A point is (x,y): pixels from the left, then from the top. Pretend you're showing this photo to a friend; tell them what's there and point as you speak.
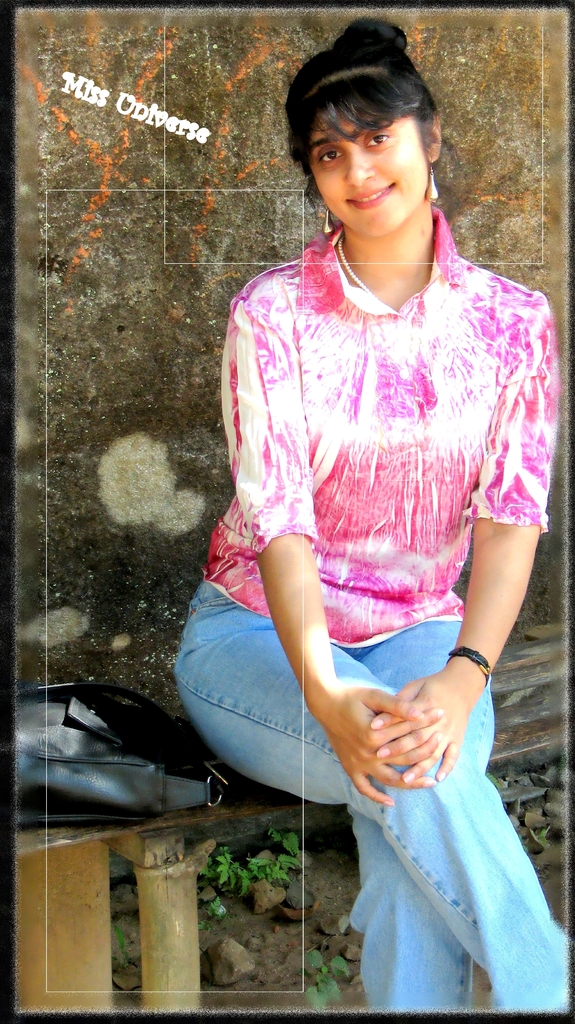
In this picture we can see a woman (479,743) sitting on a bench (84,896) and there is a bag (199,761). In the background (486,48) we can see a wall (526,610). At the bottom (217,947) we can see stones (359,957) and plants (328,999).
